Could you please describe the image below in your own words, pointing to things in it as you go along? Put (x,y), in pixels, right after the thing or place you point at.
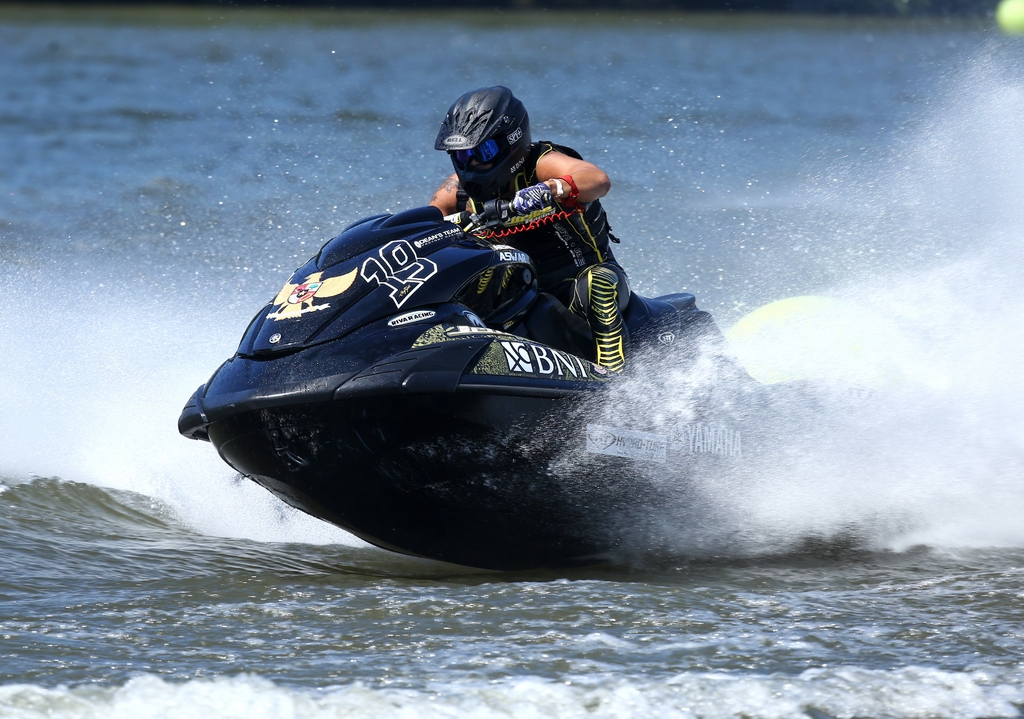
In the center of the image (395,271) we can see a man (586,276) riding jet ski (535,362) on the water (582,677).
